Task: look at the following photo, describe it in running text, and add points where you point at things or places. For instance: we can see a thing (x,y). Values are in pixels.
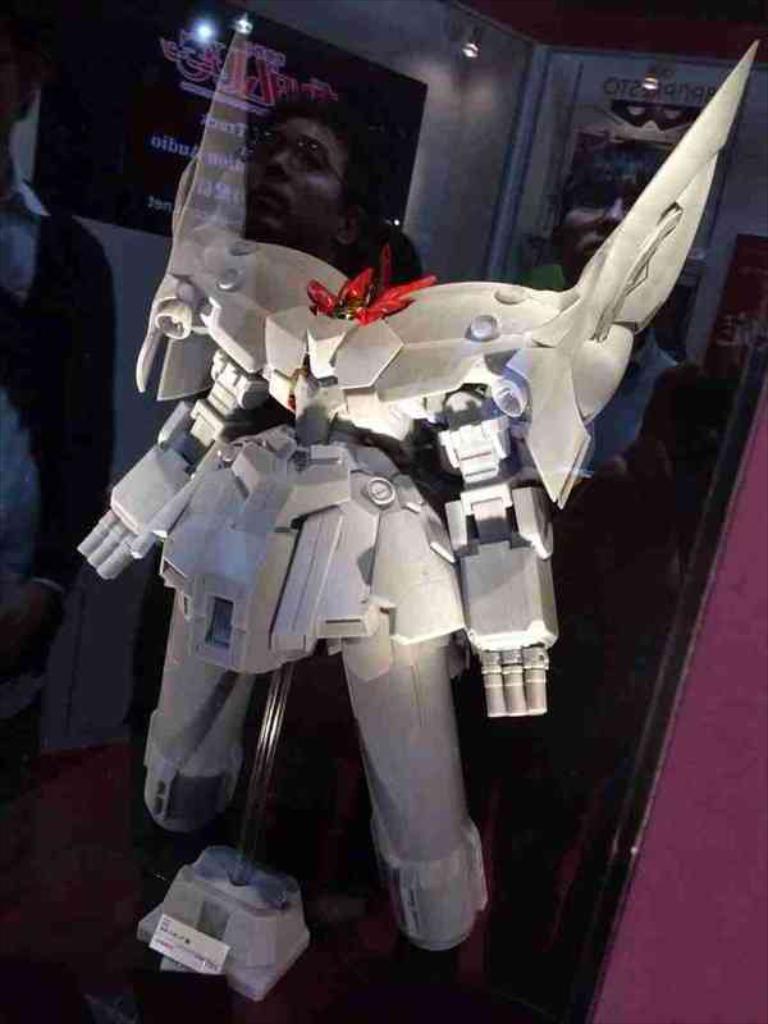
In this image we can see a robot (291,622) on a stand (215,858). In the back (147,124) there is a wall (318,11) with posters (95,163). Also there are lights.
